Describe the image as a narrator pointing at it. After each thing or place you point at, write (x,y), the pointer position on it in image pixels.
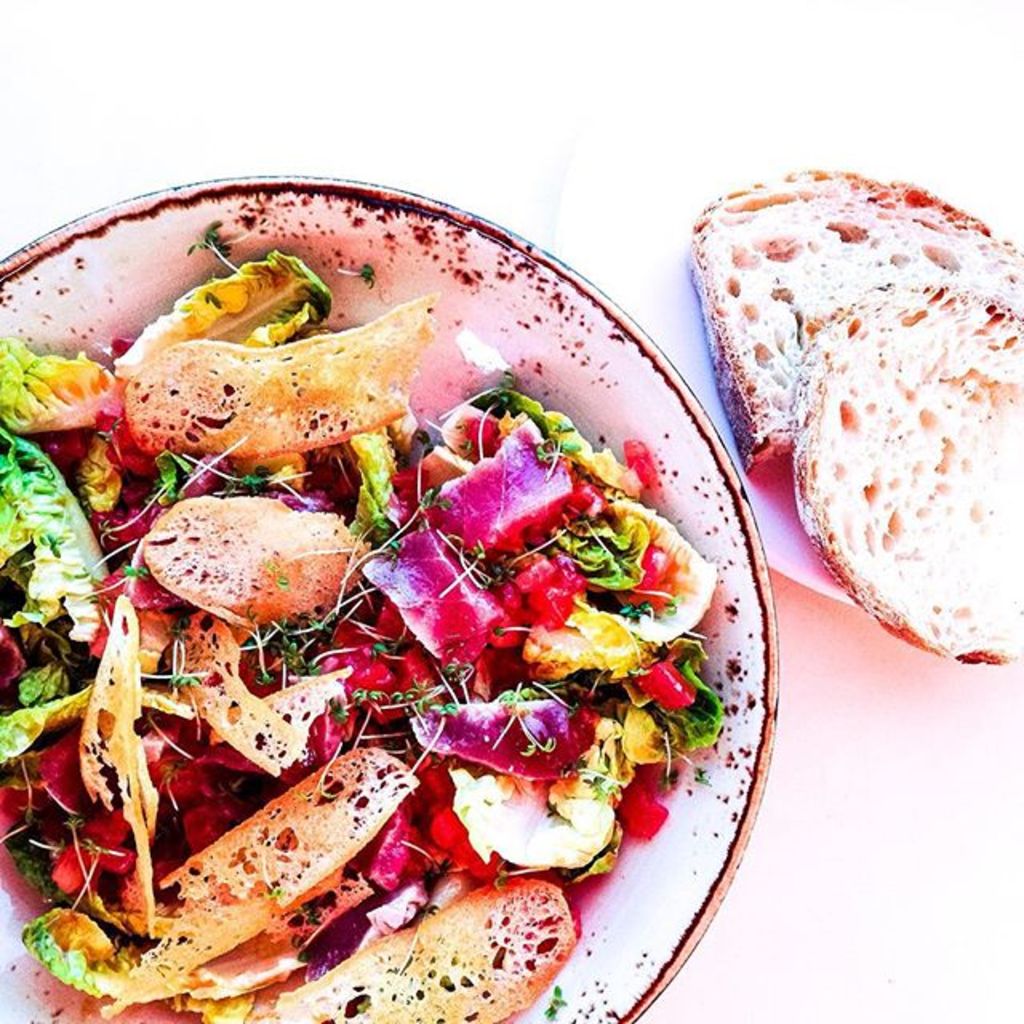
In this image there is a bowl (532,365). In the bowl (542,373) there are some food items (300,607). Beside the bowl (611,304) there is a plate (671,305) on which there are two bread pieces (850,312).
